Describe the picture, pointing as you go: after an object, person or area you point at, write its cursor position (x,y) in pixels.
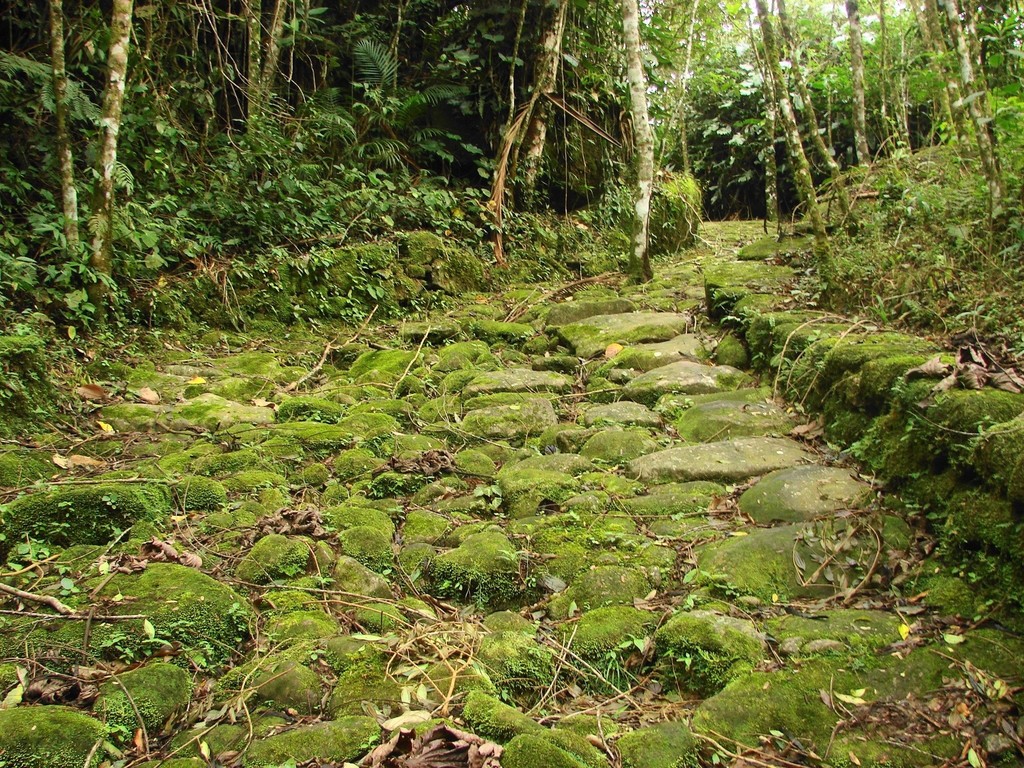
There is a grassy land (562,442) at the bottom of this image (461,579), and there are some trees (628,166) in the background (466,171).
